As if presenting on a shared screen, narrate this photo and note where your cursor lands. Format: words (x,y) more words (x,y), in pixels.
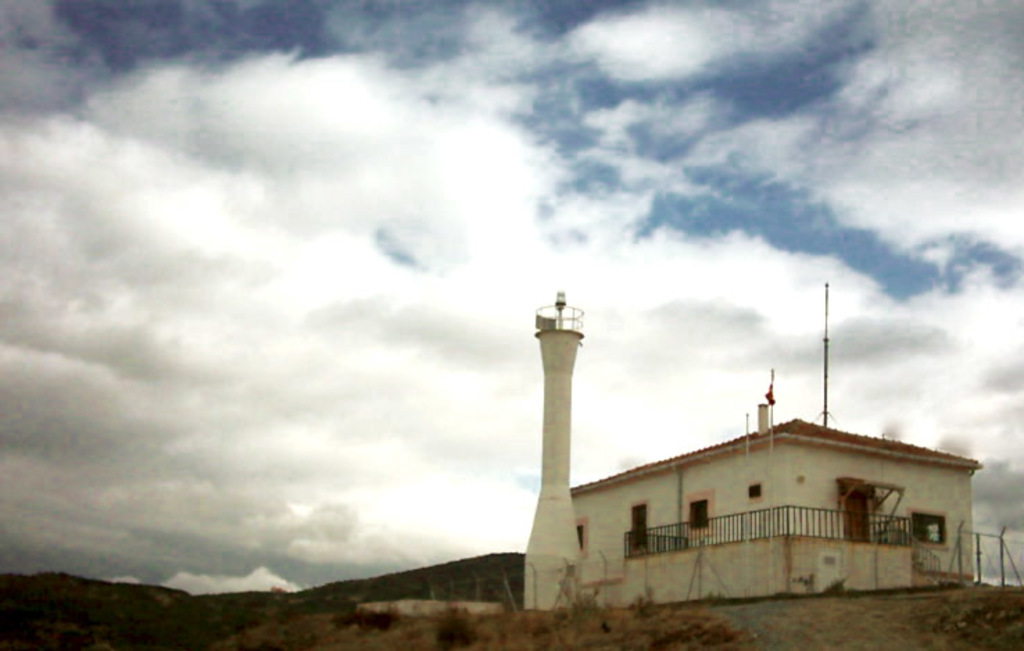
In this picture we can see white shed house (723,481) and lighthouse (574,525) in the front (559,458). On the top (641,116) we can see the sky (390,301) and clouds (778,314).
